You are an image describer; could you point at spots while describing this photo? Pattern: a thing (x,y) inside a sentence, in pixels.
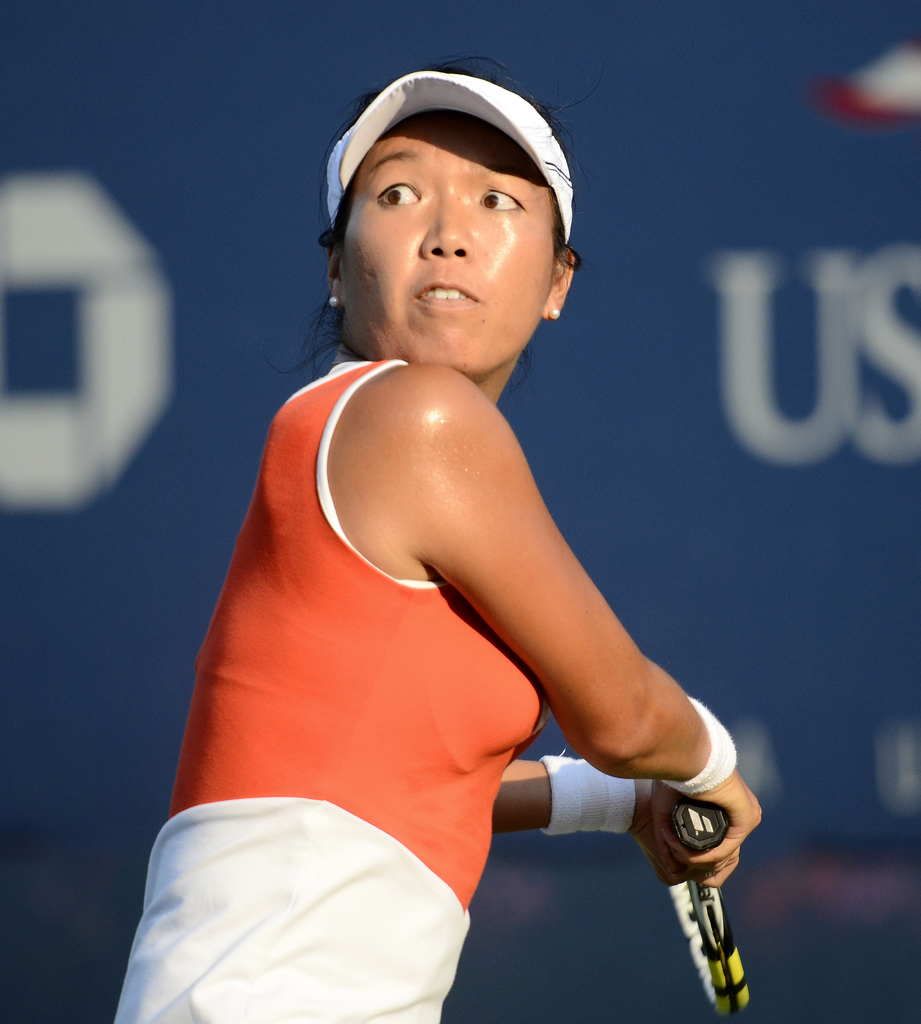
In this image I can see a woman (364,694) wearing orange and white colored dress (323,815) and white color cap (462,91) is standing and holding a racket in her hand (664,825). In the background (635,872) I can see a board (735,539) which is blue and white in color.
